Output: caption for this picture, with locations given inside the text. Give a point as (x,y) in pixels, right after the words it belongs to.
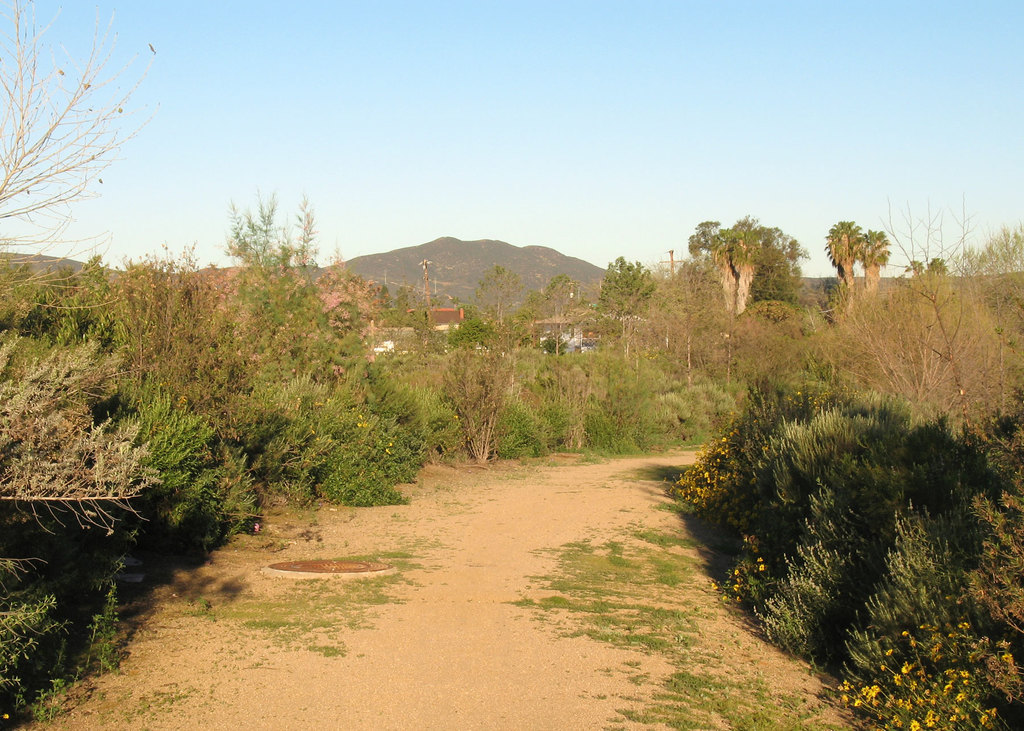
In this picture here is way (446,554) at the bottom side of the image (395,598) and there are plants (848,251) on the right (864,231) and left side of the image (304,325), it seems to be there are houses (546,331) in the background area of the image (458,324).
